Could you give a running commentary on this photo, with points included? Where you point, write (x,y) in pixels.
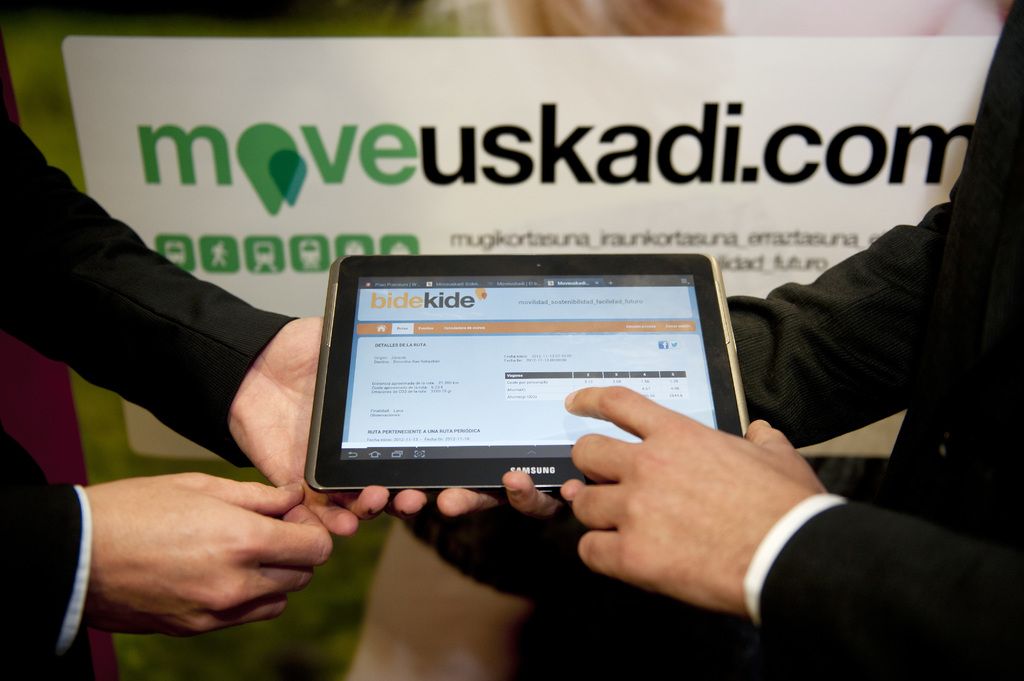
In this image there is a gadget (684,348). We can see the hands (676,454) of humans (831,307). There is a white board (462,163) with some text (190,150) in the background (454,139).
